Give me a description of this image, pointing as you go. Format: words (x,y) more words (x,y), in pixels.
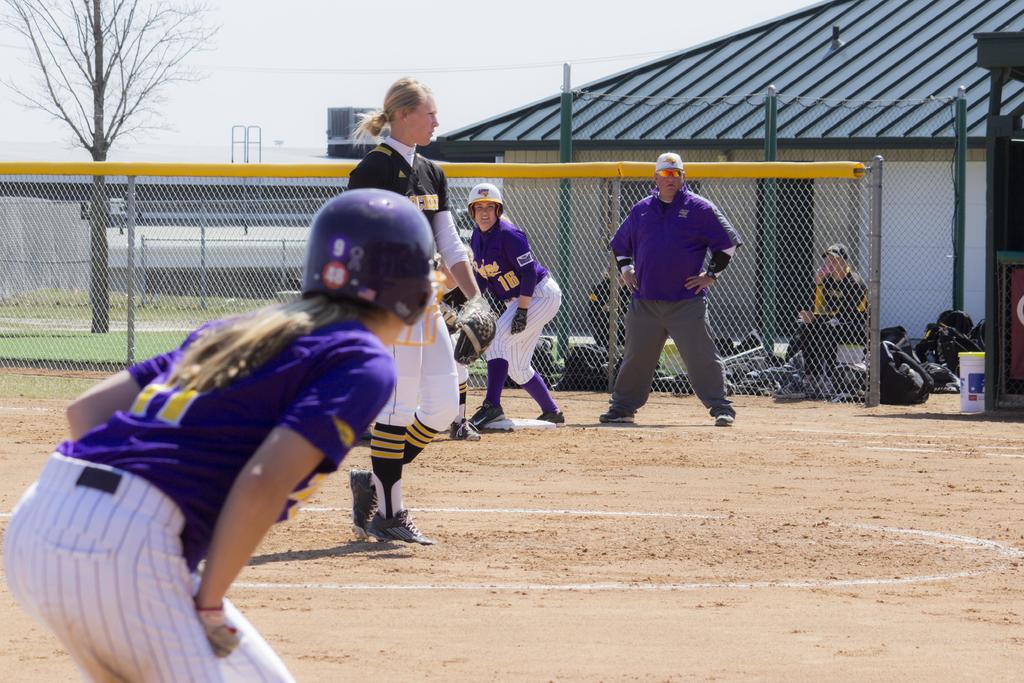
In this image on the left (295,398) there is a woman (263,391), she wears a t shirt (204,484), trouser (194,599), helmet (328,281). In the middle (405,385) there is a woman (398,175), she wears a t shirt (431,217), trouser (424,395), shoes (408,536), she is walking. In the middle (492,384) there is a woman (512,268), she wears a t shirt (520,257), trouser (513,350), shoes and helmet (482,187). On the right (693,245) there is a man (660,272), he wears a t shirt (673,258), trouser (635,361), shoes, cap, he is standing, behind him there is a man (818,294), he wears a t shirt (840,314), trouser (829,345), cap (835,247), he is sitting. In the middle (569,236) there is a fence (578,227). At the bottom (689,602) there is land (576,601). In the background (51,145) there are trees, house (798,142), sky (494,44).
